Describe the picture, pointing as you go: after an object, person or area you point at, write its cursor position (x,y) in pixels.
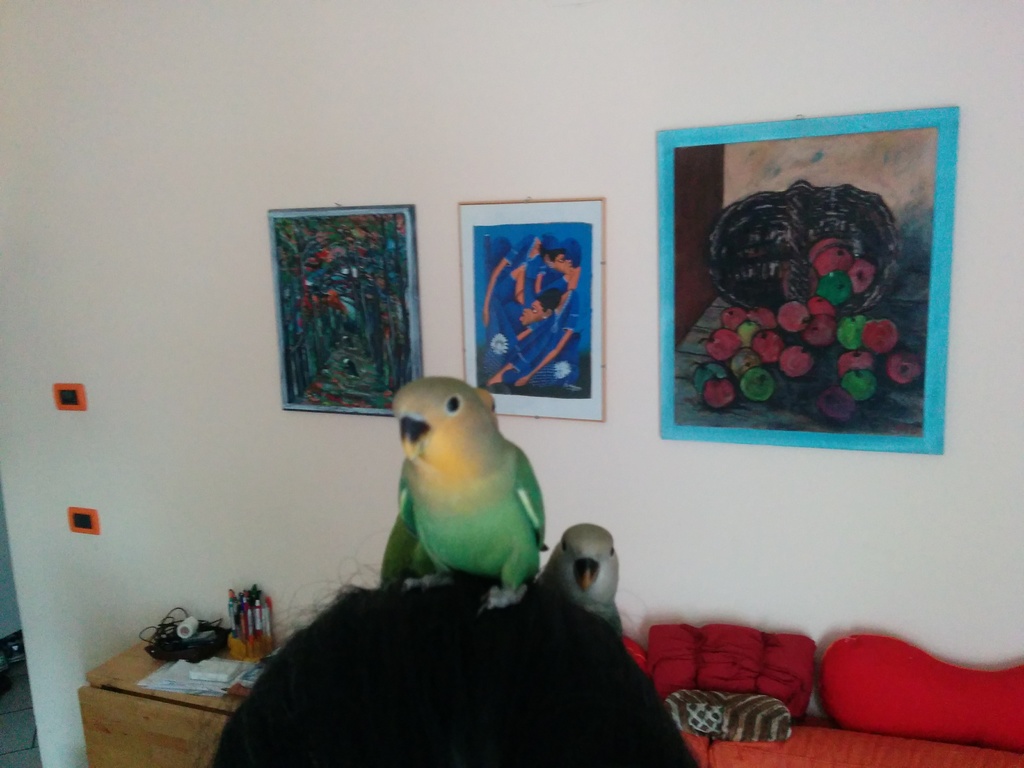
This image consists of parrots (584,549) sitting on the head (466,716) of a persons (490,709). In the background (551,380), there are frames (522,369) hanged on the wall (616,471). On the left (129,698), there is a table (133,723) on which many things (153,688) are kept. On the right (708,661), there are pillows (760,666) along with a sofa (856,744).
